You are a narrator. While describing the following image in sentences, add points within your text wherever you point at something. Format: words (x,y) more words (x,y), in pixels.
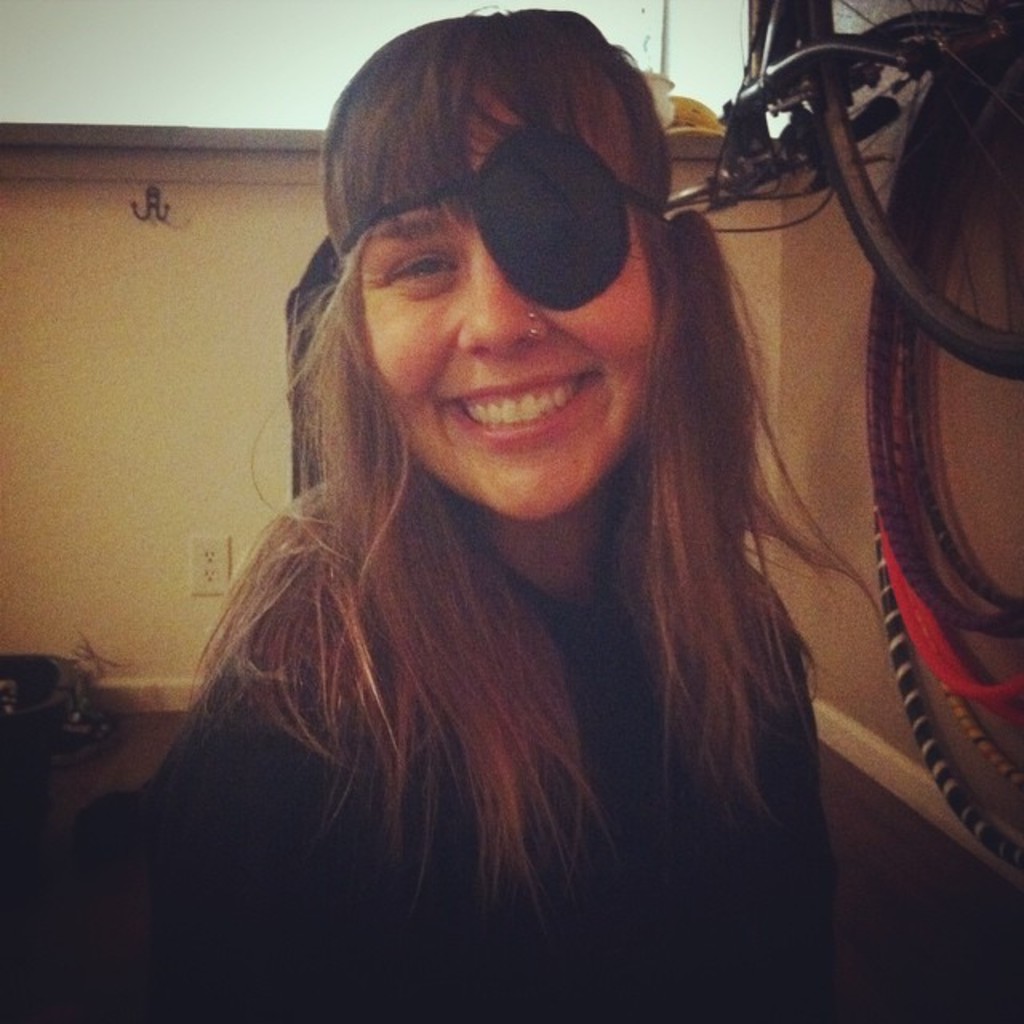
This is an edited image. Here I can see a woman (465,498) smiling and giving pose for the picture. On the right side (918,327), I can see a bicycle (994,372). In the background (155,339) there is a wall (121,490).
